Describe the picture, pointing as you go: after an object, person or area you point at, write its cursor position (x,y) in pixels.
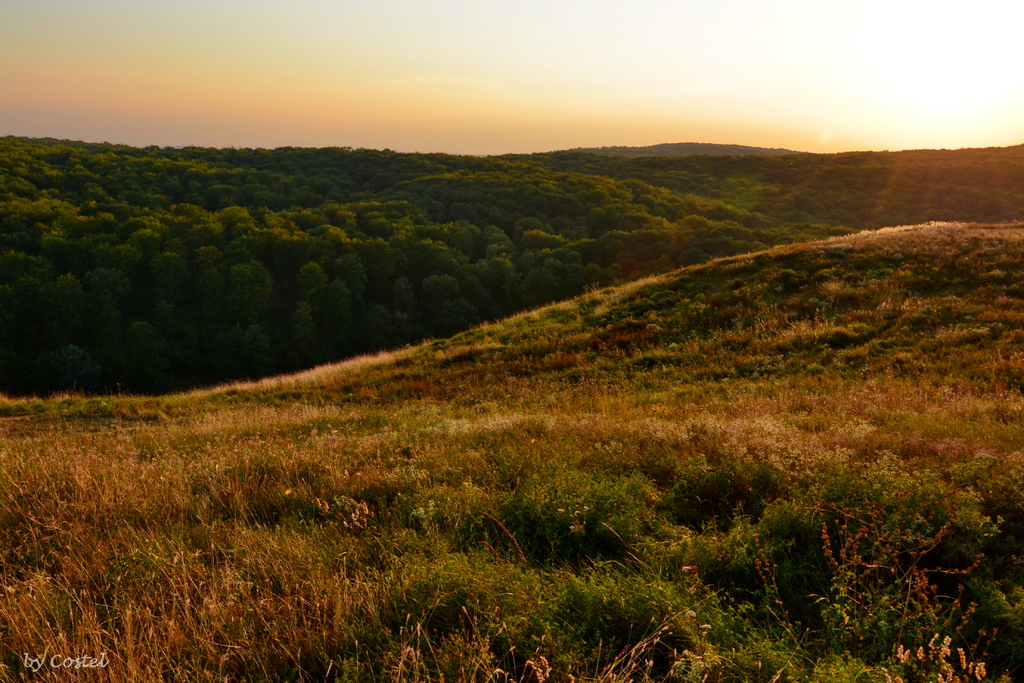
In this image we can see a group of plants (607,402) and trees (461,300) on the hills (854,319). On the backside (554,75) we can see the sun (913,104) and the sky (598,94) which looks cloudy.
